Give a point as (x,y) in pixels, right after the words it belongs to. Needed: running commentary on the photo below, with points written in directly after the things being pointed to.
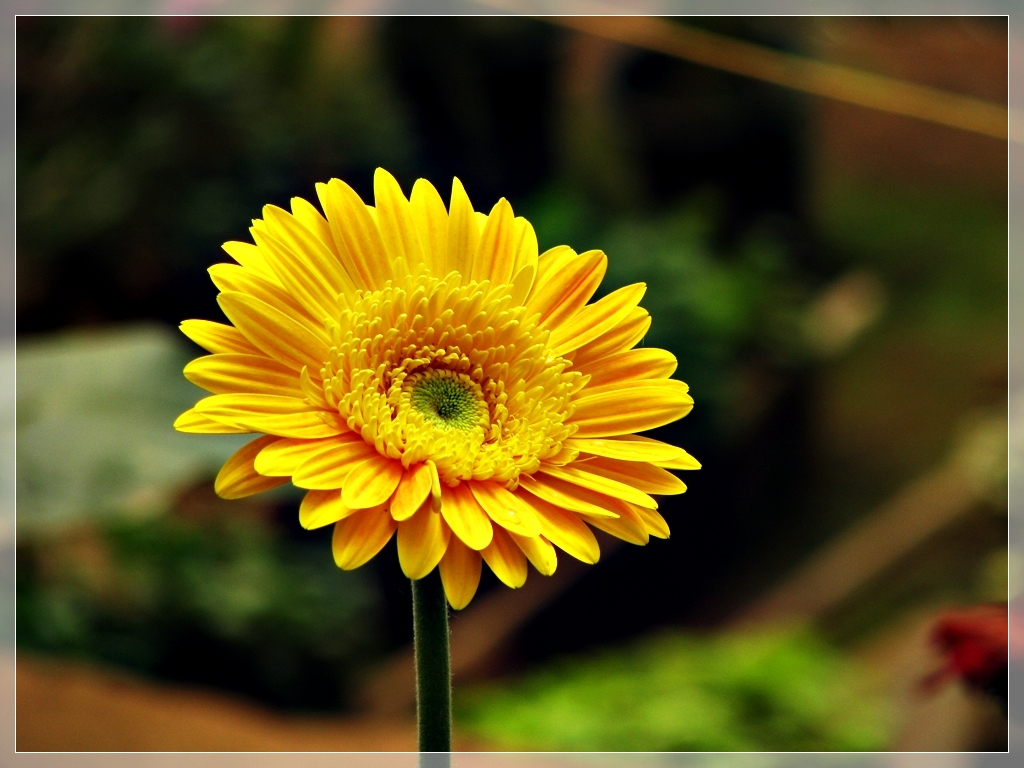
In this image there is a flower (408,456) to a stem (418,653). Behind it there are plants (694,234). The background (111,534) is blurry. There is a border (636,767) around the image.
